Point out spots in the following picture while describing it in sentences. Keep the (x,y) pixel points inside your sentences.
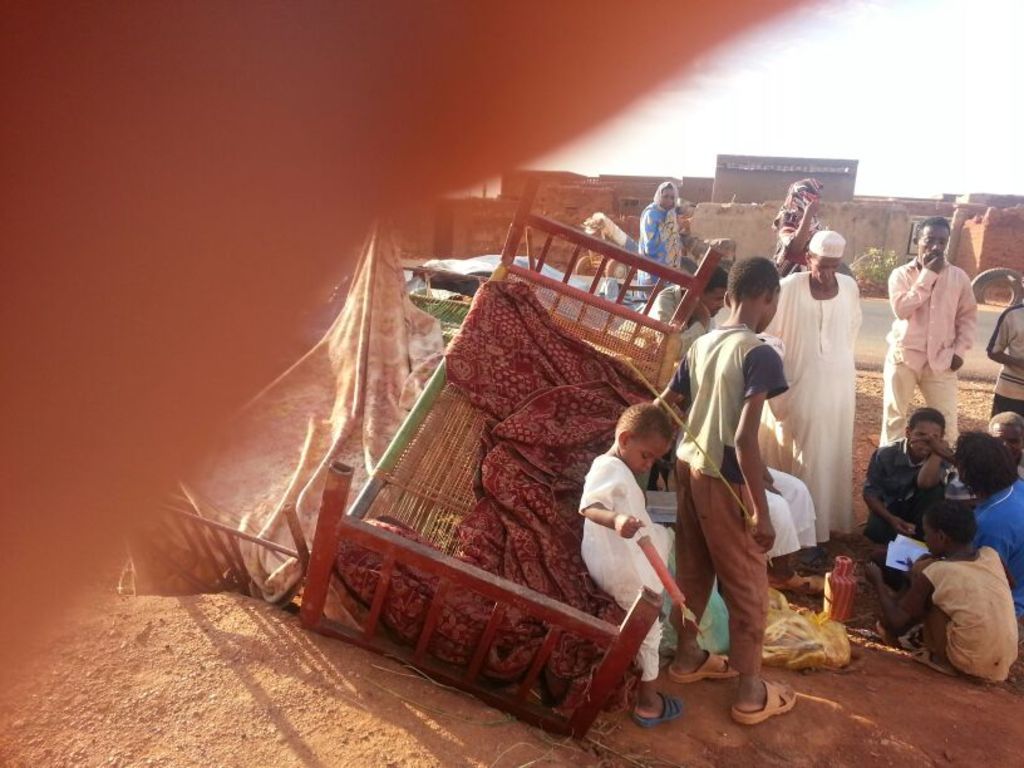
In this picture we can see a group of people (959,293) where some are sitting and some are standing on the ground (425,757), bed sheets (483,429), buildings (639,186), tree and cots (515,233) and in the background (676,171) we can see the sky (842,61).
